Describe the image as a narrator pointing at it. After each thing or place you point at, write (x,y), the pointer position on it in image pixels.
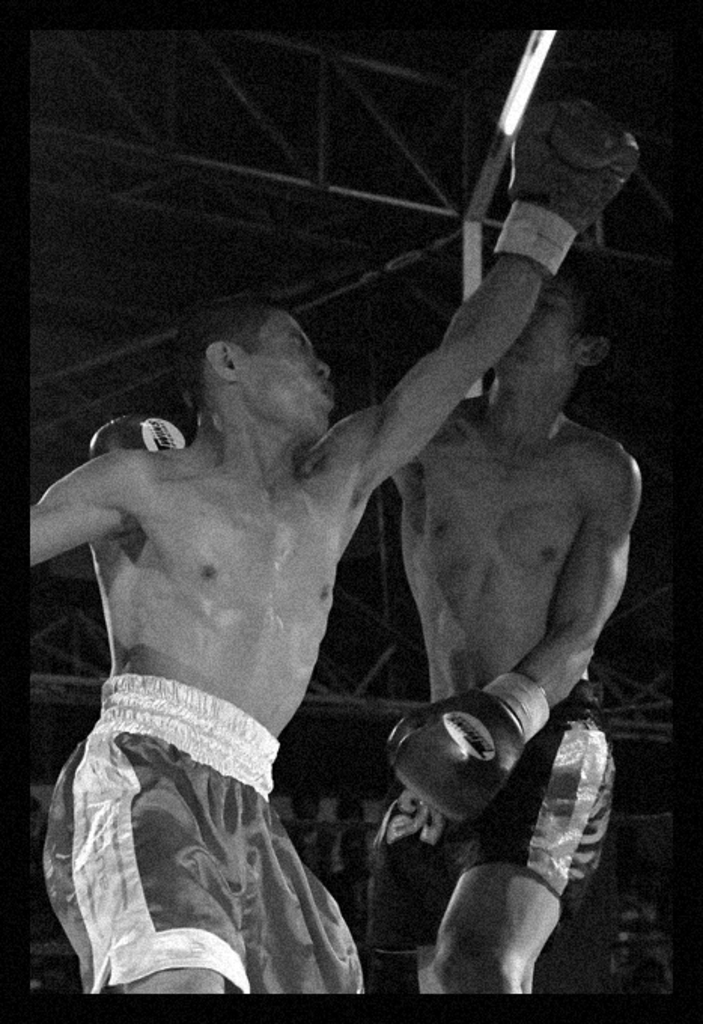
In this picture we can observe two boxers (394,445) boxing in the ring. They are wearing gloves (543,252) to their hands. Two of them are men (133,594). This is a black and white image.
